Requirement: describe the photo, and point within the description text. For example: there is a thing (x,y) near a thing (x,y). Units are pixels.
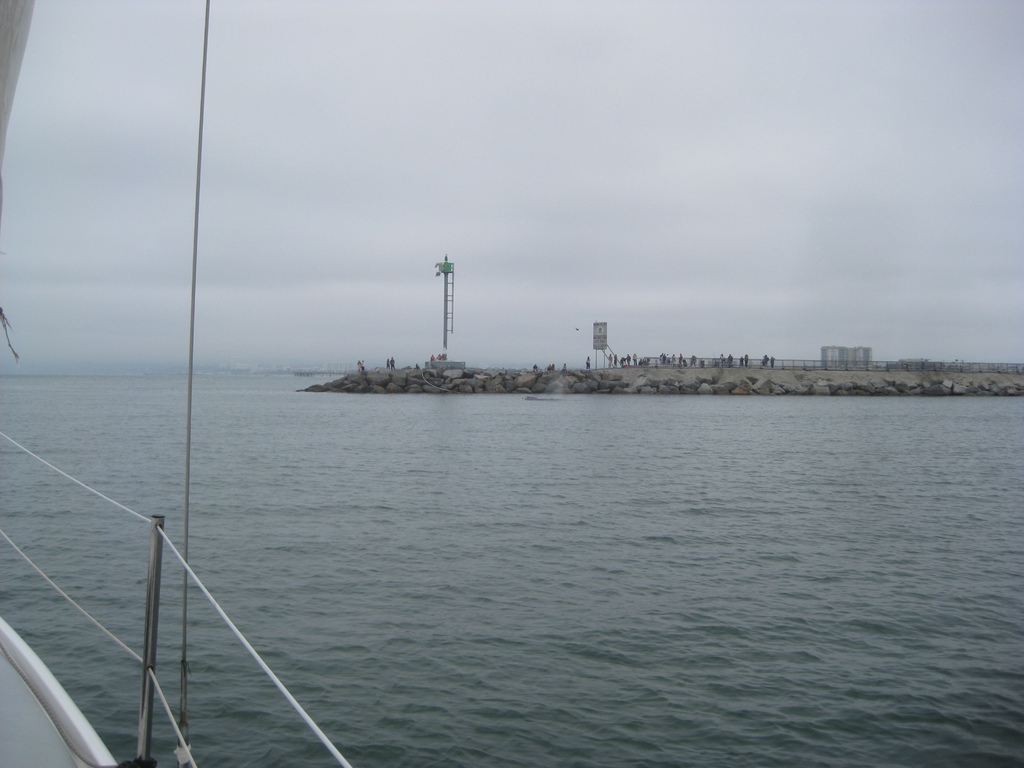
On the left side of the image (148,639) there is a railing (96,618) and a few other objects (96,618). In the background (426,128), we can see the sky (479,125), clouds (432,171), fences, rocks (545,381), one pole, water (398,449), few people (722,359) are standing and a few other objects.
